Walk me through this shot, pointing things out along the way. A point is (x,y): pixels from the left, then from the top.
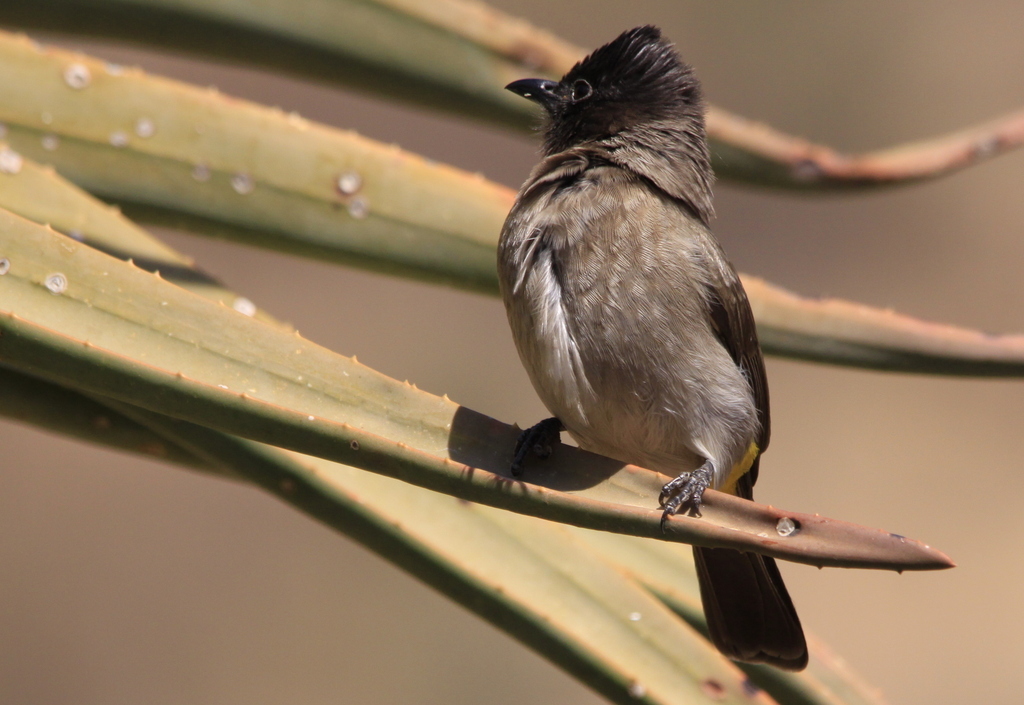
In this picture there is a bird (598,345) standing on the plant (448,462) and the background (17,607) is blurry.
